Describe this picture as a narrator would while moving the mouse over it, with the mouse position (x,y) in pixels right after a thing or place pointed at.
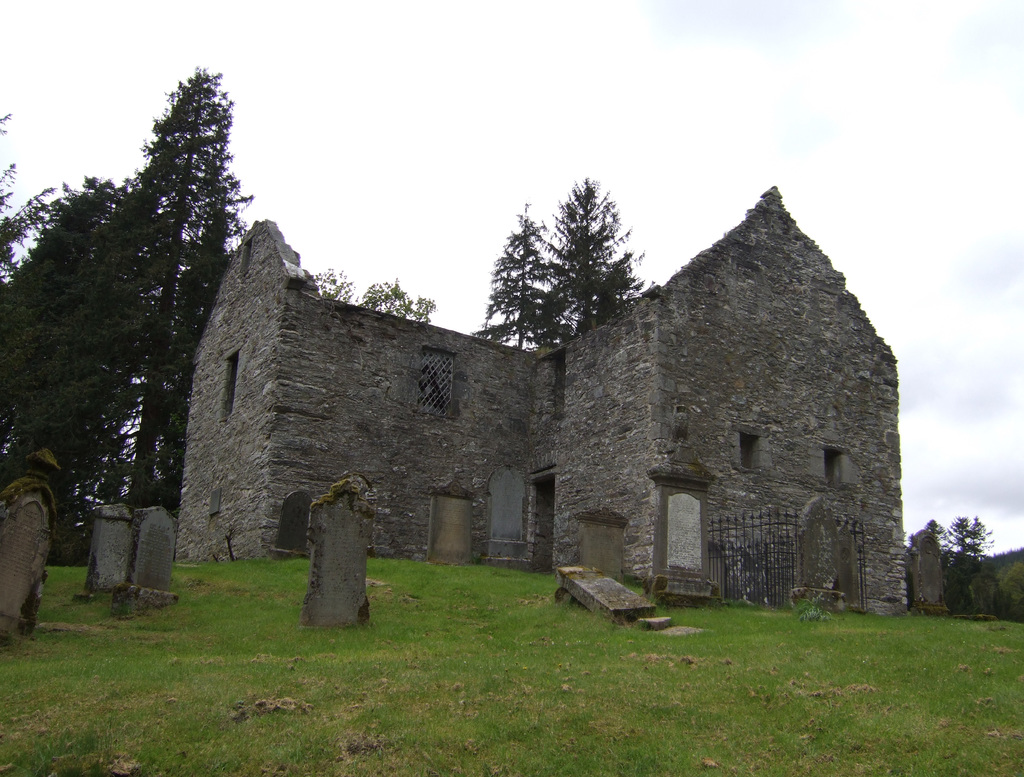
In the image we can see a building (588,419), this is a gate (732,568), stones (345,568), grass (216,582), tree (99,263) and a sky (463,111).
